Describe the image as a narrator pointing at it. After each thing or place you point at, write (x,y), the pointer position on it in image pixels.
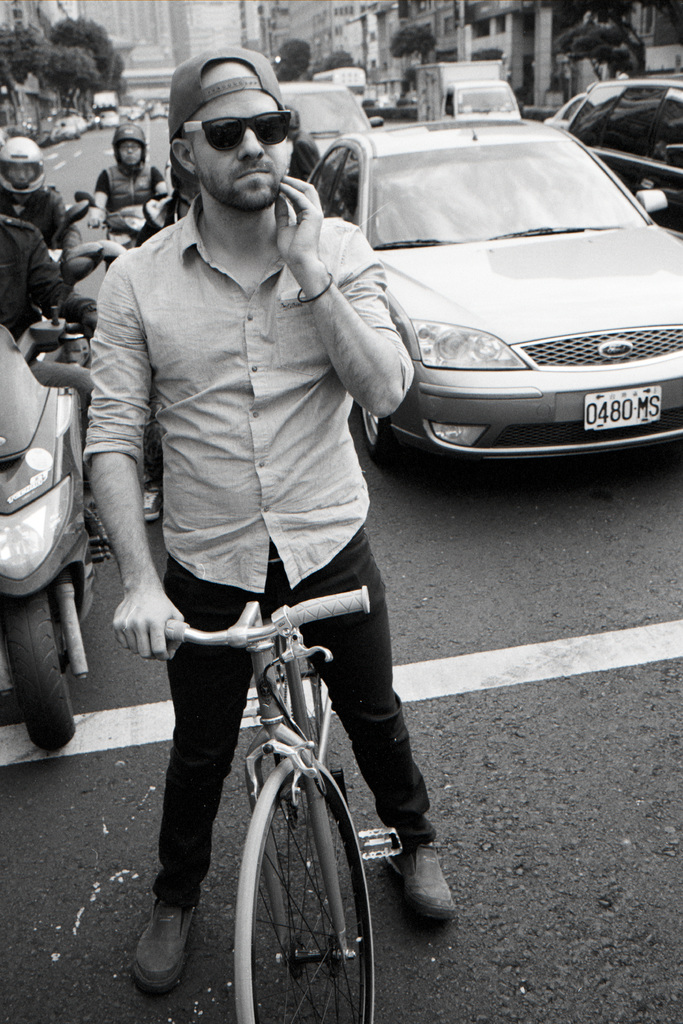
In this image I can see a group of vehicles (251,617) are standing on the road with people (248,302).
